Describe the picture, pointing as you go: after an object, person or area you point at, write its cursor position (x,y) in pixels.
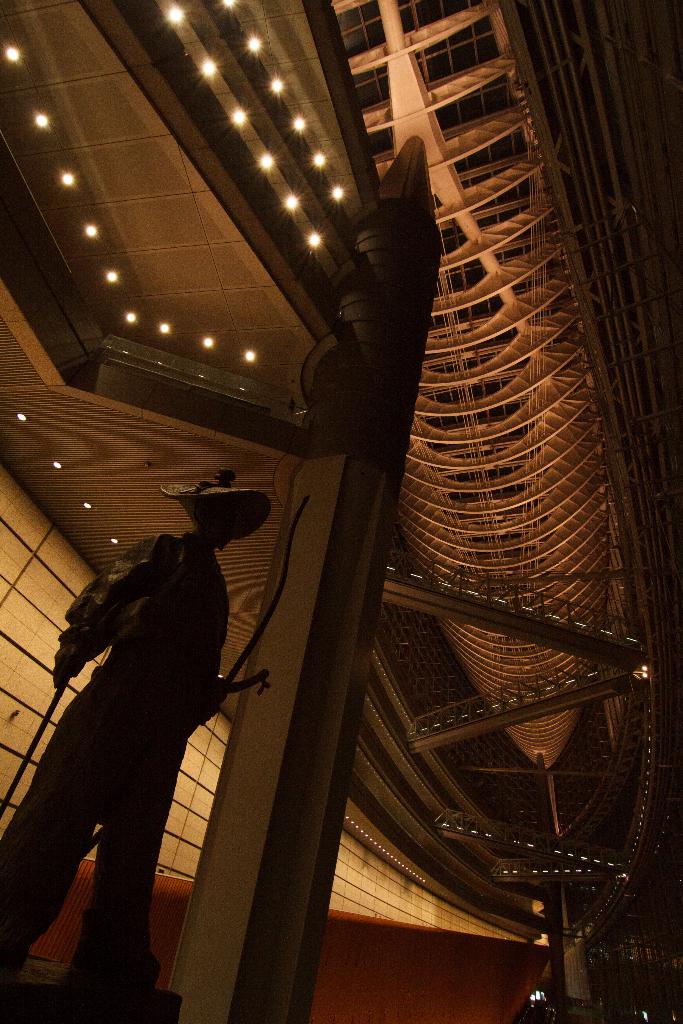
In the foreground of this picture (116,701), there is a statue (105,744) of a person (118,662). In the background (289,119), there is a building (338,529) with lights (296,124).
